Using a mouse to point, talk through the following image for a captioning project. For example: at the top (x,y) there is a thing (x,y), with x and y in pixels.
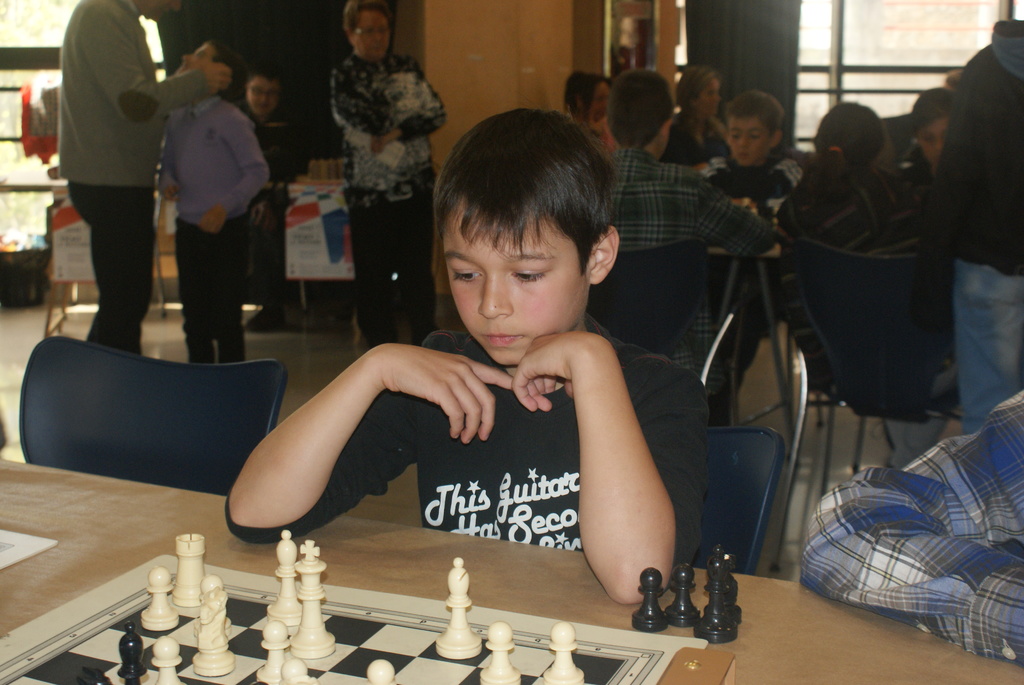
There is a boy (526,427) sitting on chair (714,471). In front (372,544) him there is a table (386,543) and on the table (373,524) there is a chess board (233,627) and coins (206,590). There are chairs (726,321). In the background (709,180) many are sitting and some are standing. And there is wall (480,47).
